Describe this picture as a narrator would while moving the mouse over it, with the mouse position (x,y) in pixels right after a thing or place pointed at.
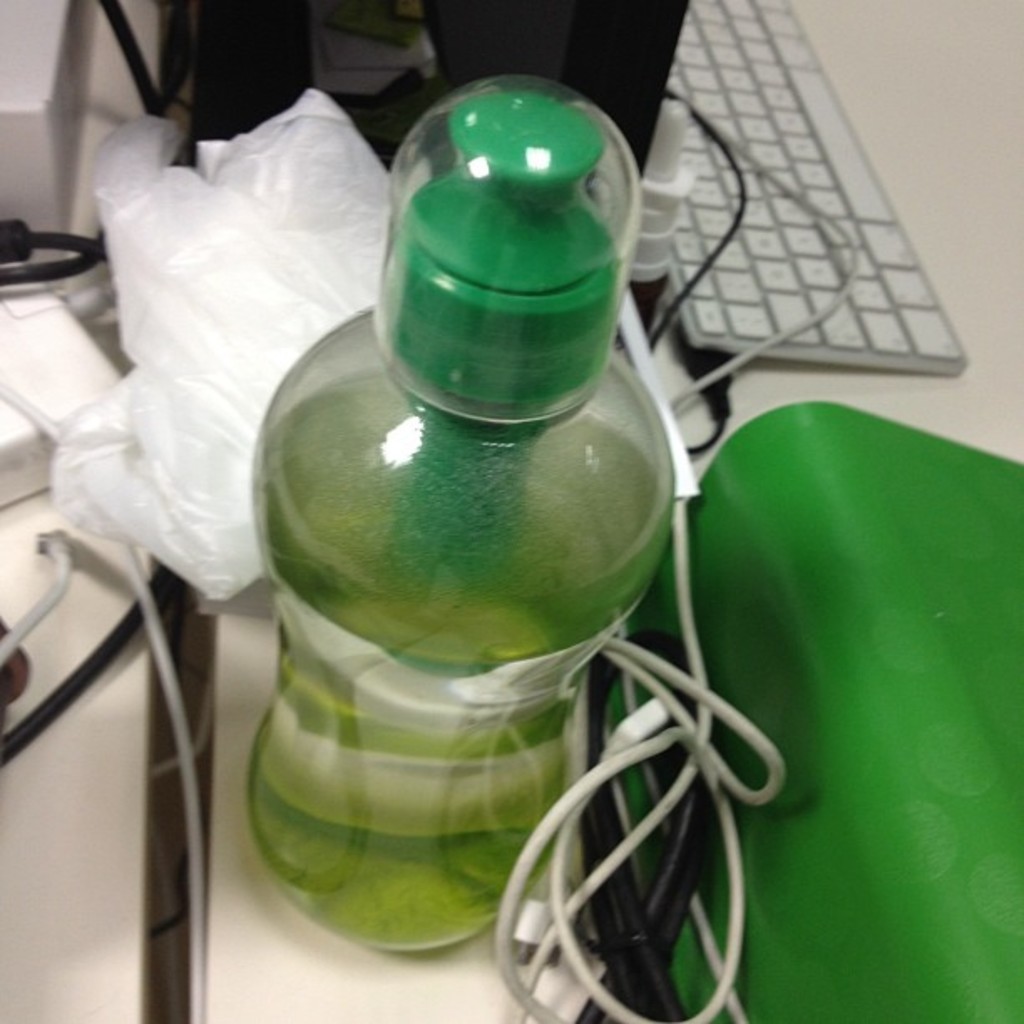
here we can see that a bottle (525,243) on the table (70,725), and keyboard (828,268) and wire (821,211) and some objects (203,337) on it.
